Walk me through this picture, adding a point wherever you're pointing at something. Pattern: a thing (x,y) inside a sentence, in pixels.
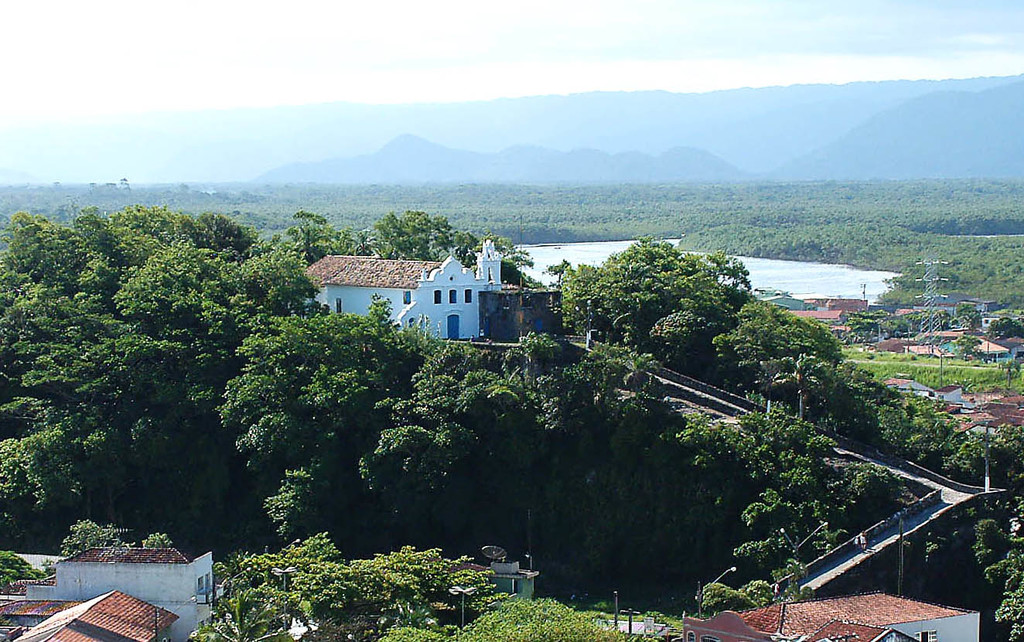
In the middle of the image (466,230) we can see some trees (501,216), buildings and poles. At the top of the image (463,160) we can see some hills (346,115) and there are some clouds (10,47) in the sky (975,68).
